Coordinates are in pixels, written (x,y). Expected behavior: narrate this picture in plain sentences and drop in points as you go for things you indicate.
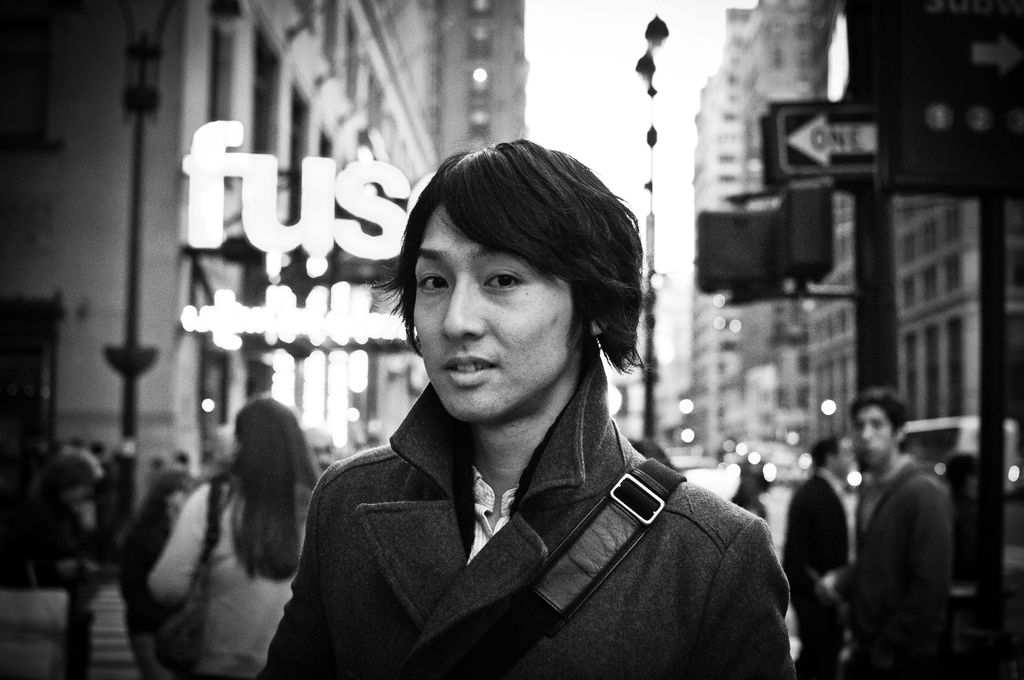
This is a black and white image where we can see a person (508,440) standing in the middle (510,426), behind him there are so many other people (976,490), poles (651,402) and buildings (186,13).
